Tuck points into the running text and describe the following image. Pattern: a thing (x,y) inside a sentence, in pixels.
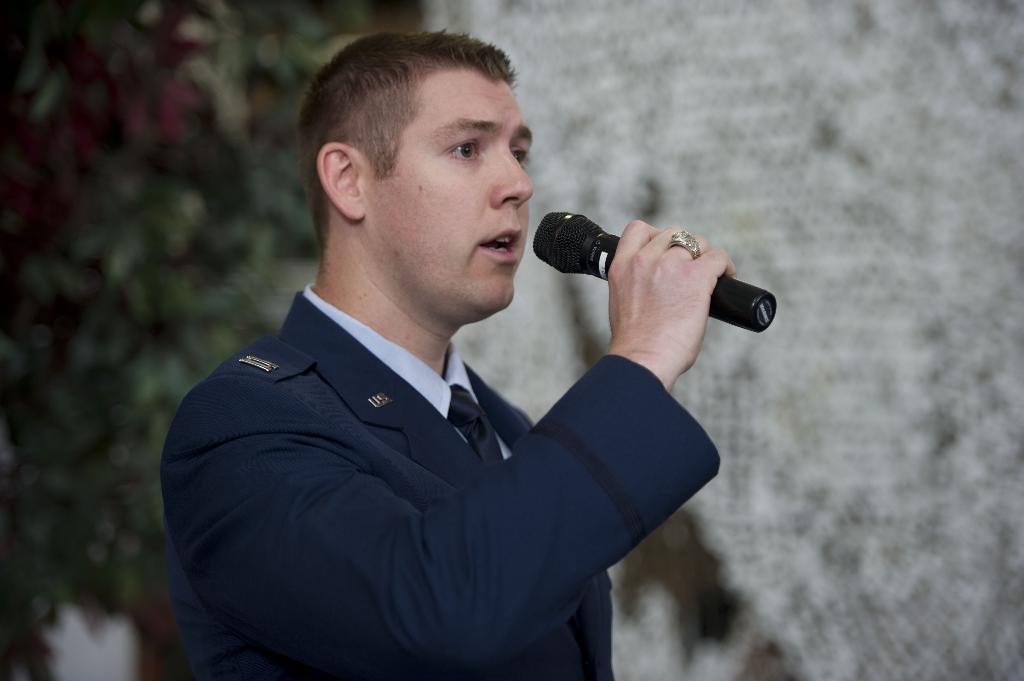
In this image I can see a man (403,443) is talking in the microphone (723,303). He wore coat (441,516), tie (453,419), shirt (448,409). On the left side (207,119) it looks like a plant (130,187) with leaves (117,277).
